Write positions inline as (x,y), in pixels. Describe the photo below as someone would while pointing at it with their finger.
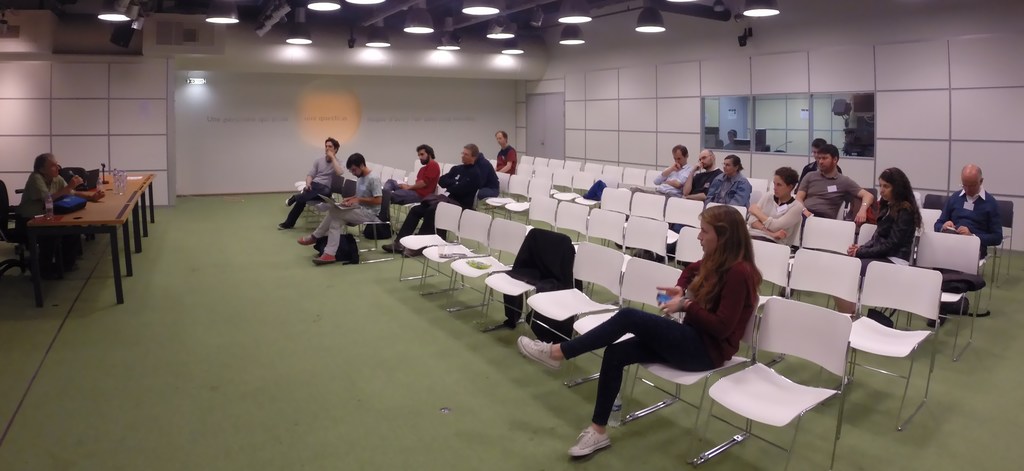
Here we can see all the persons (617,311) sitting on chairs (760,299) and there are also few empty chairs (500,242) on the floor (251,312). We can see a man (47,166) sitting on a table (138,186) and talking. And on the table (74,216) we can see a mike (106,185), bottles (49,204) and a bag (76,203). These are lights (649,20) over a ceiling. This is a door (561,117). This is a glass (799,121).
